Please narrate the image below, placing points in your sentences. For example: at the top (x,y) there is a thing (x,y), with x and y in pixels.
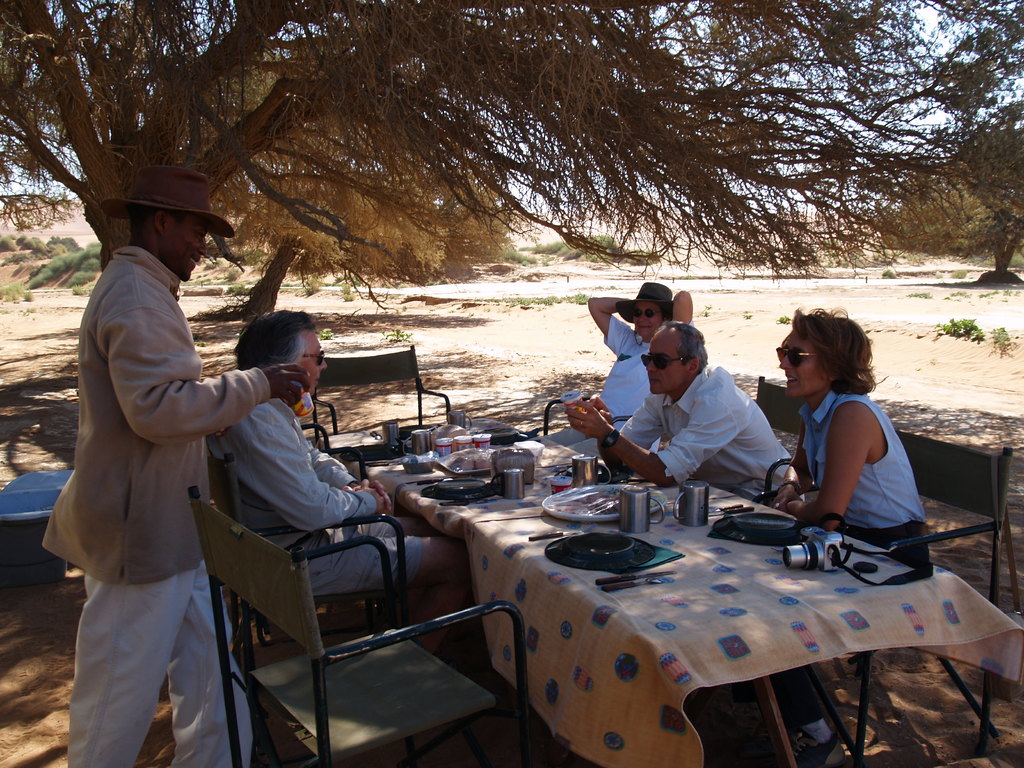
it's a day time and an open area (550,431). a table (586,558) and chairs (386,655) are placed. on the table (639,608) there are plates (763,544), glasses (641,516), camera (815,558). around the table (365,442) there are chairs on which people (650,419) are sitting. there is a person (244,395) standing at the left (144,474) wearing brown hat (196,191). behind them there are trees (308,130).
